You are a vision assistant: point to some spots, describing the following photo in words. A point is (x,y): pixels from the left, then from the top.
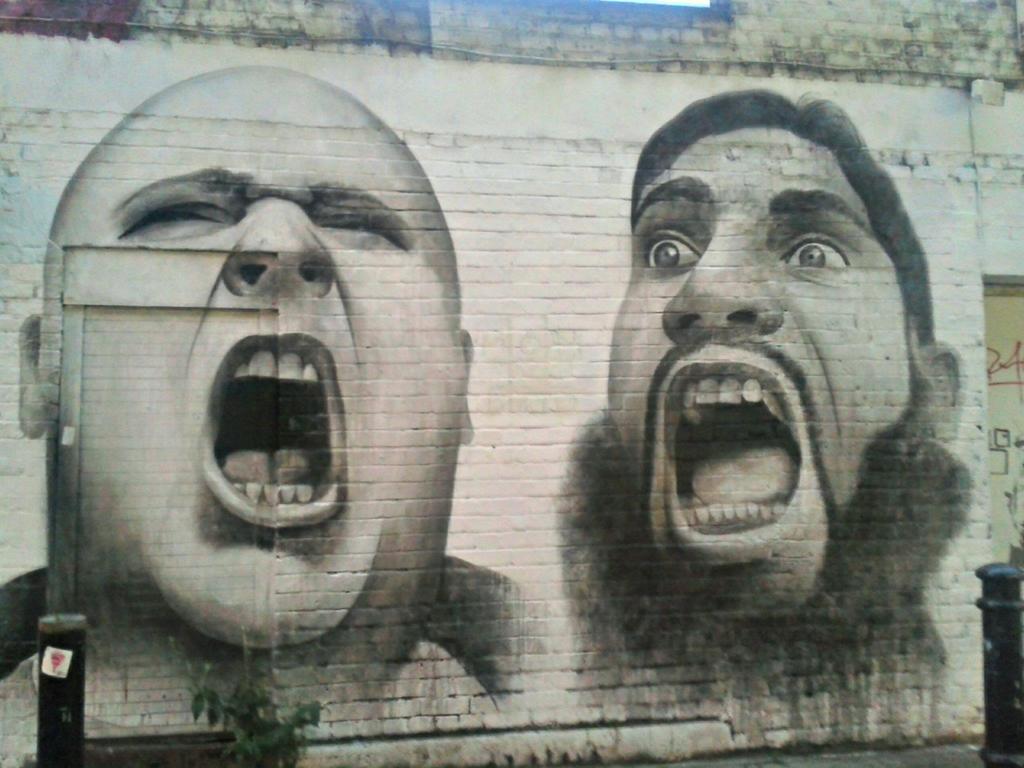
In this picture, we can see the painting (295,372) of heads (339,401) of two persons (339,376) on the wall (392,427). In front of the wall (877,599) there are poles (40,684).
